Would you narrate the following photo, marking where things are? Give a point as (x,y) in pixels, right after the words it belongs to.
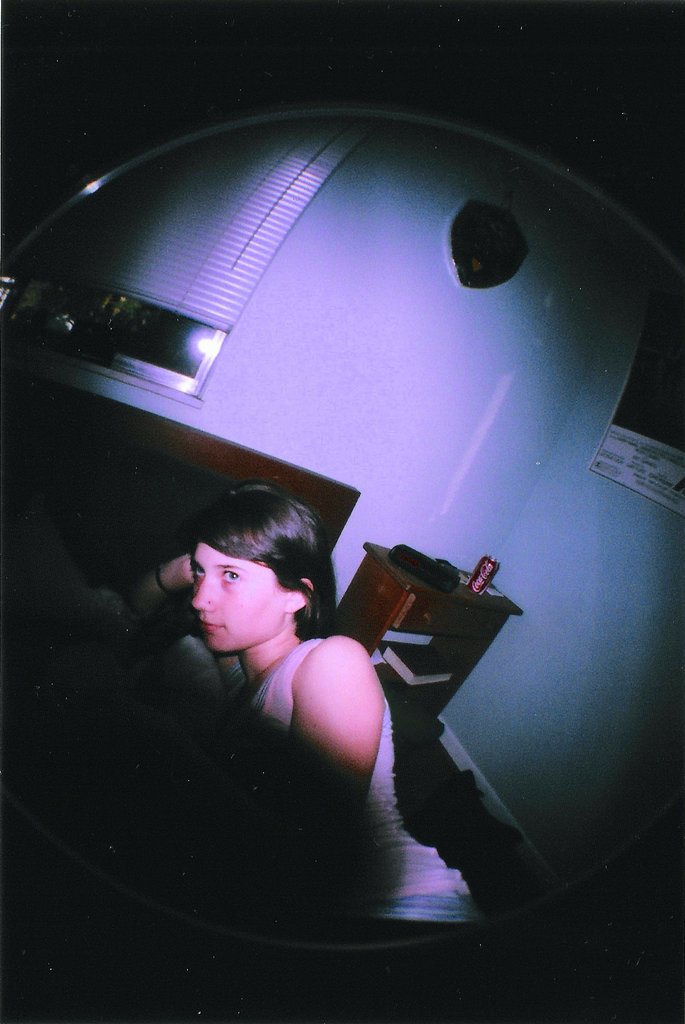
Here I can see a woman (275,733) laying on a bed (179,686). Beside the bed (321,504) there is a table (459,629) on which a coke tin (479,585) and some other objects (442,573) are placed and also there are few books (435,677). In the background (443,524) there is a wall (518,471) on which a poster (626,439) is attached and also there is a window (114,318). The background (56,966) is in black color.
